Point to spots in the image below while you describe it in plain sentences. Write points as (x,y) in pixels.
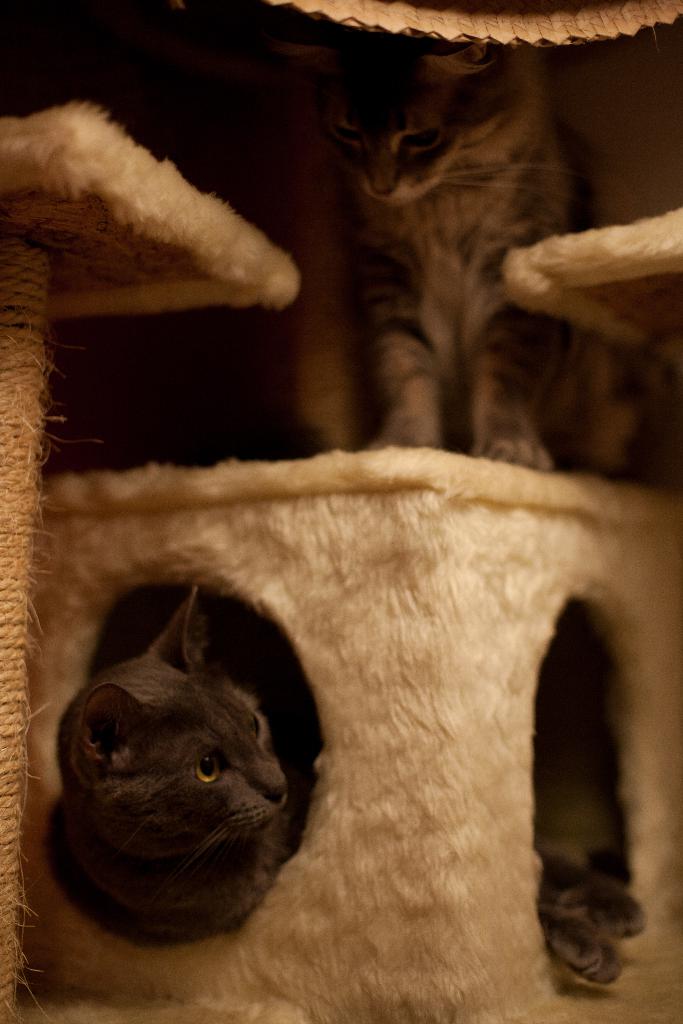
This is the picture of a cat (181,743) which is in the basket (81,604) and also we can see the other cat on the basket (301,571) and some other things (430,27) around.
